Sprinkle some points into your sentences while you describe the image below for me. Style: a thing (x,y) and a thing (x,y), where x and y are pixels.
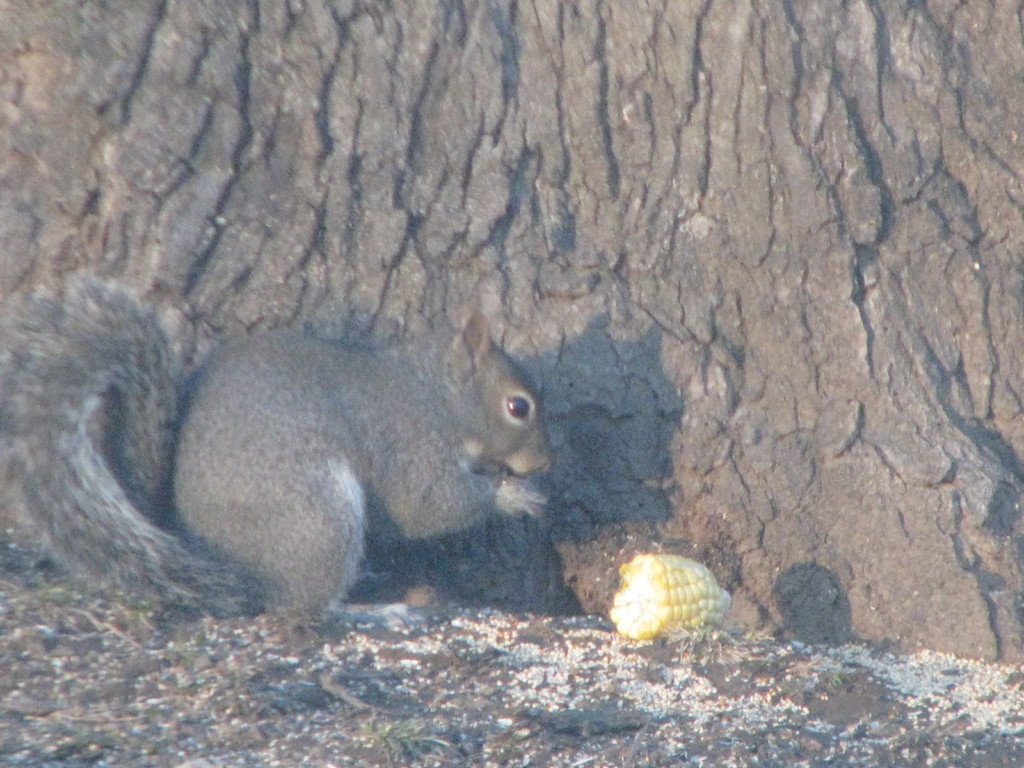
In this image I can see the squirrel (334,459). In-front of the squirrel (481,518) I can see the corn (653,589). In the background (599,156) I can see the trunk (573,173) of the tree (509,189).
